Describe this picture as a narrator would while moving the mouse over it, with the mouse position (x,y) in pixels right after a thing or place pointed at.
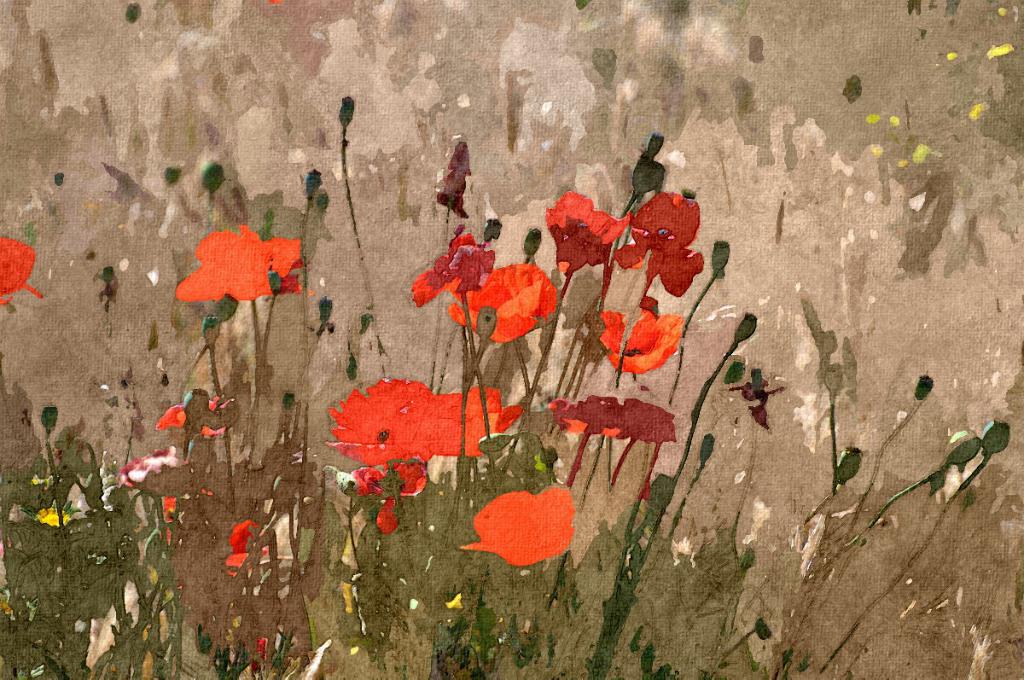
In this picture we can see some flowers (571,422) to the plants (448,553) and this is a painted image.
